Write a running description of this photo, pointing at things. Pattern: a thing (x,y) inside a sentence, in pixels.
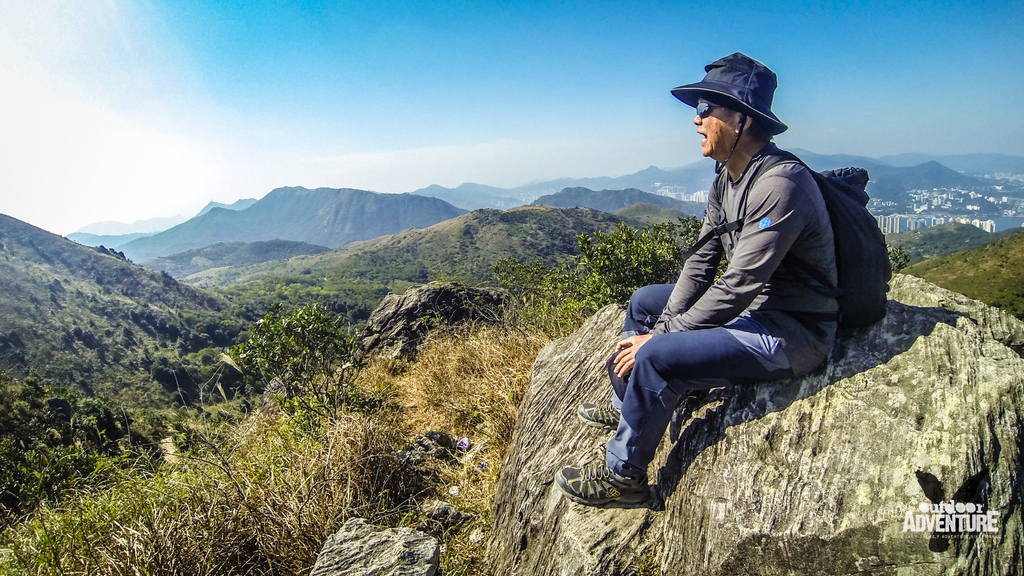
In this image there is a man (710,381) on the right side (688,365) who is sitting on the stone (783,437) by wearing the bag (836,243) and a cap (753,114). At the bottom (301,484) there are small plants (256,423). In the background (282,237) there are hills (431,250) on which there are trees (425,263). On the left side (139,325) there is a hill (63,343) on which there are plants (51,396). On the right side (963,201) there are buildings (982,221) in the background (933,190). At the top (919,60) there is the sky (904,73).
